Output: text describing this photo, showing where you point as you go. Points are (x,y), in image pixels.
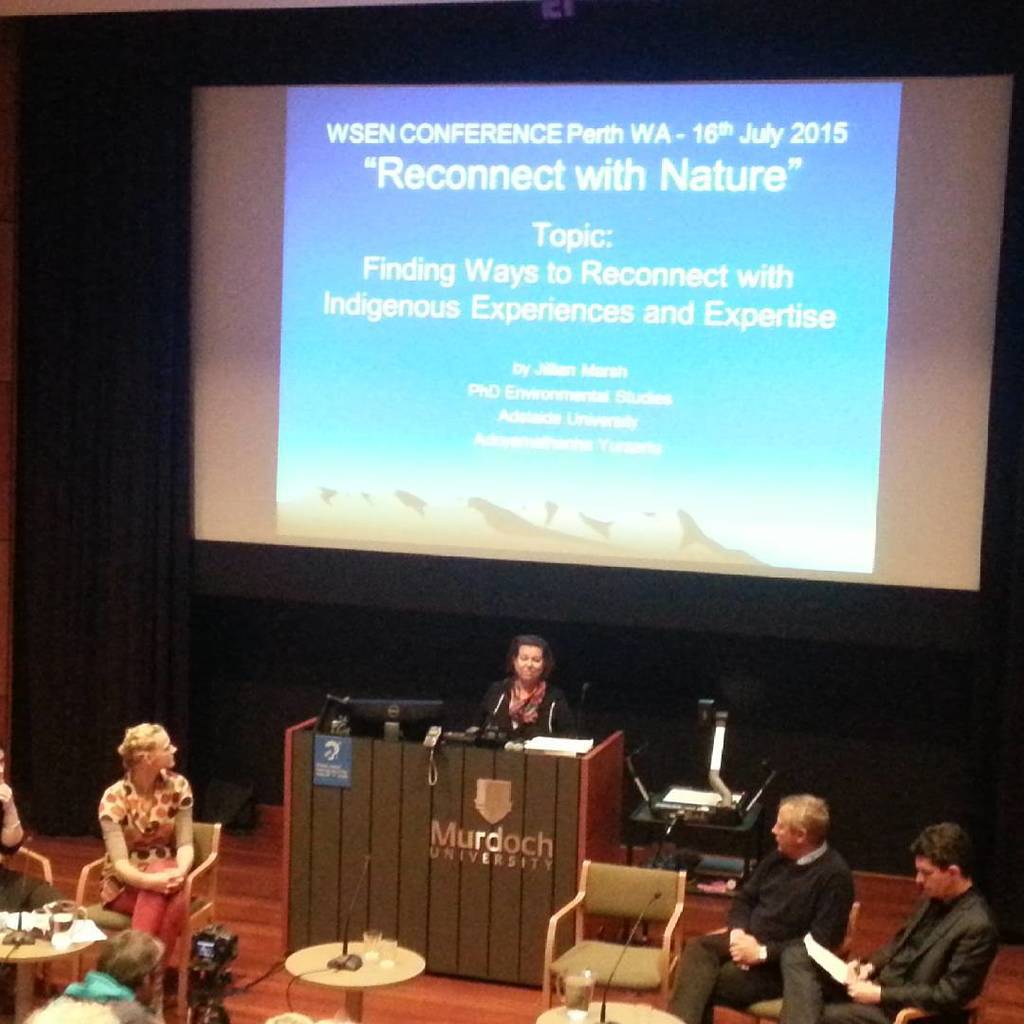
In this picture there are group of people (117,877) sitting here and discussing and in the background (807,210) there is a projector screen (593,384).
